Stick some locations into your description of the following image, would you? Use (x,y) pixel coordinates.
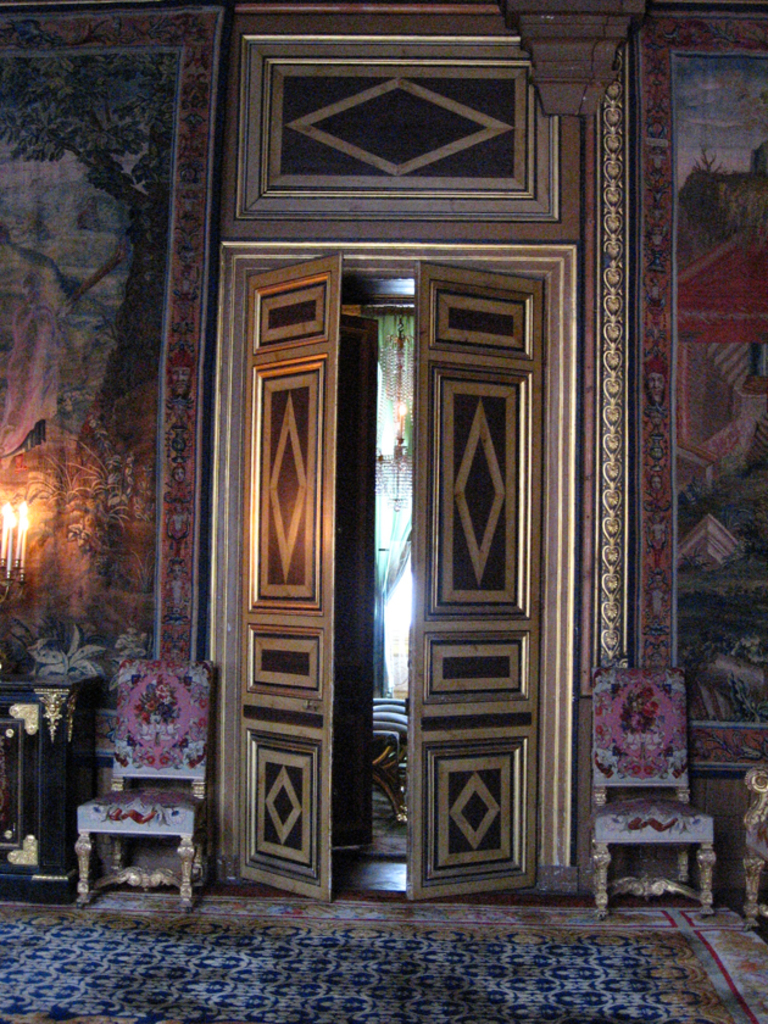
In this image, at the middle (492,342) we can see two doors (532,619), at the right (607,851) and left sides of the doors (299,371) there are two chairs (136,830), there is a carpet (336,978) on the floor (203,957) and there is a colorful wall (130,357).
